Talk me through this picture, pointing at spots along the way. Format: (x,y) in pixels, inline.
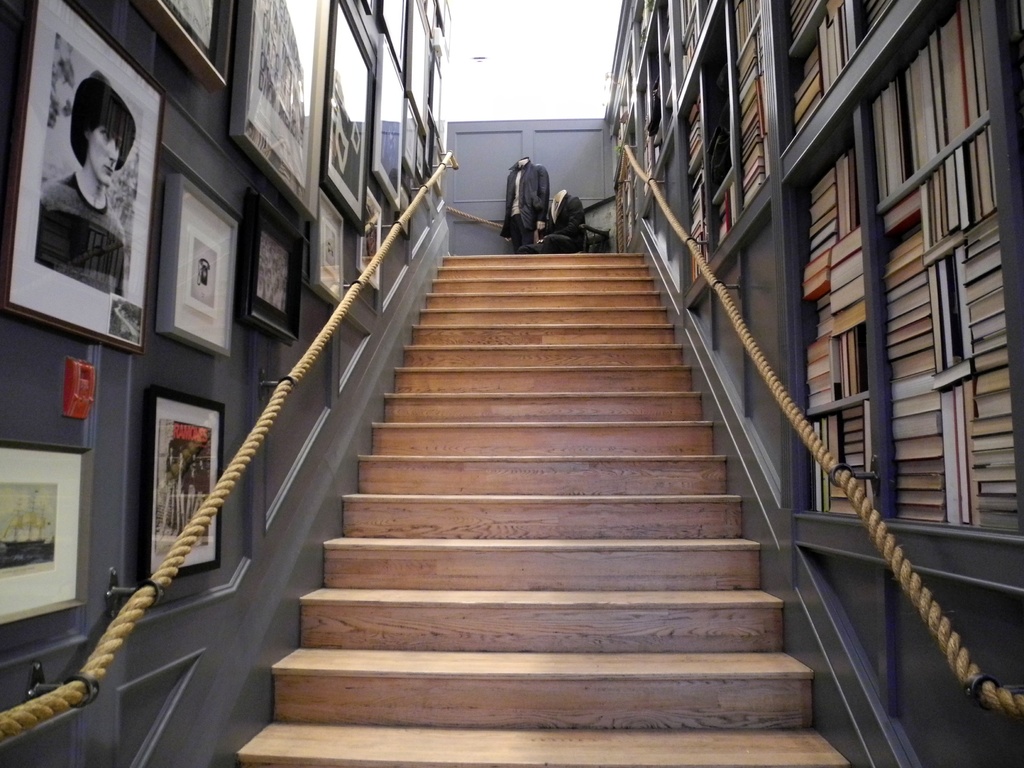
In this image we can see stairs (523,385). On the right side of the image (768,184), we can see books (811,106) are arranged in shelves (892,492) and a rope (860,501) is present. On the left side of the image (199,302), we can see so many frames (386,39) are attached to the wall (226,110) and one rope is also attached. In the background (552,202), we can see two mannequins (537,205) with black color dress (532,211).
